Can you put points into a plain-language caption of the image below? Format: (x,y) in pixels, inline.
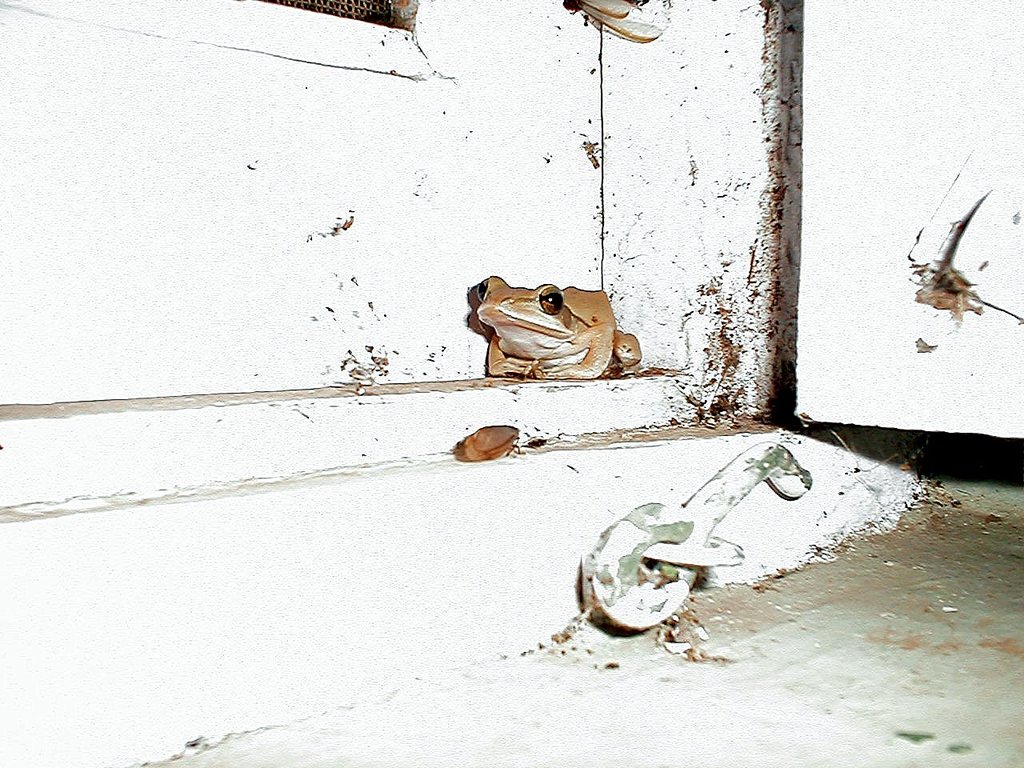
In the image there are two steps (212,494) and there is a frog (528,324) on the first step (185,410). Behind the frog (511,324) there's a wall (10,123).
